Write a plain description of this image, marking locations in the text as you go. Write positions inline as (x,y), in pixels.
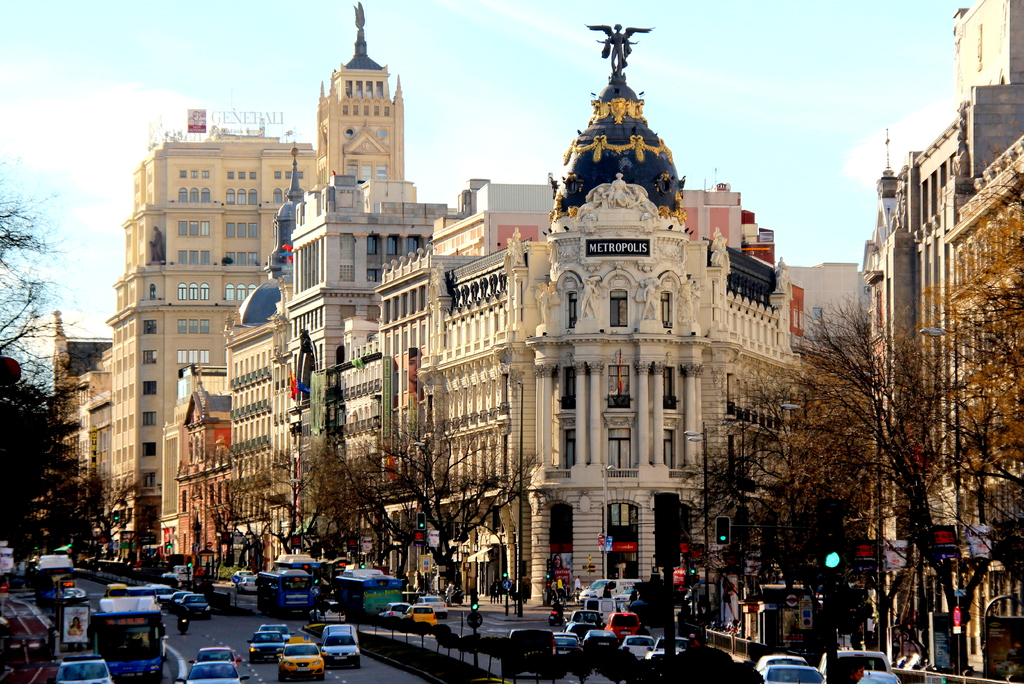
In this image there are a few vehicles (154,642) passing on the road (454,616), besides the road (451,617) there are trees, traffic lights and sign boards (425,569), in the background of the image (514,403) there are buildings (529,331).
